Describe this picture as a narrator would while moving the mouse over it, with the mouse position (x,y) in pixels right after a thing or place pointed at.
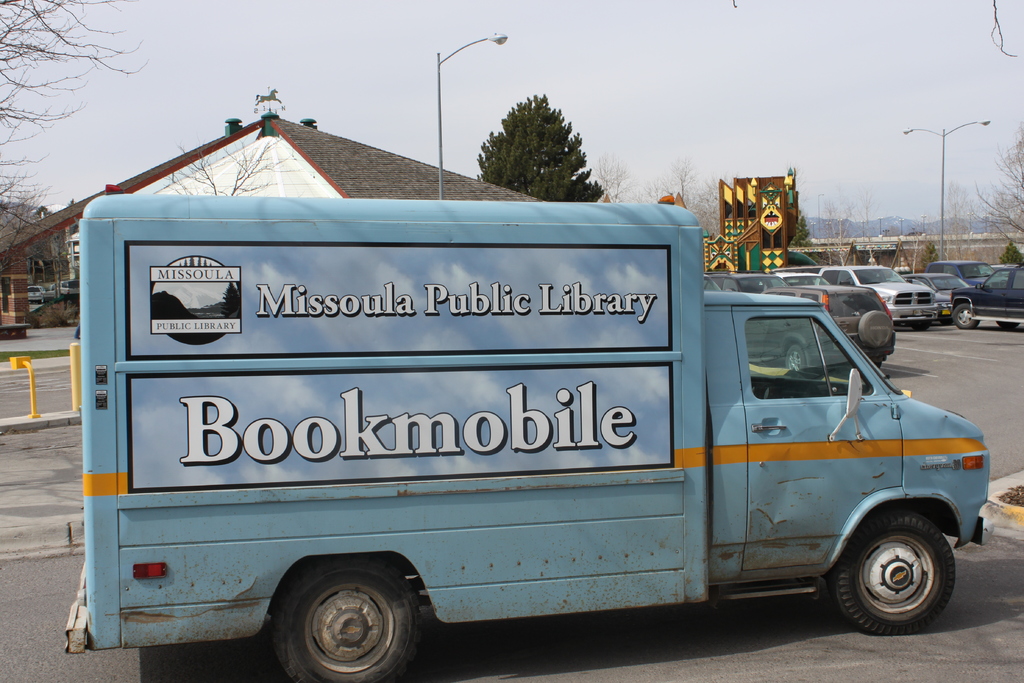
In this picture we can see a few vehicles (465,223) on the road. There is a house (358,155) and street lights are visible in the background (17,284).
